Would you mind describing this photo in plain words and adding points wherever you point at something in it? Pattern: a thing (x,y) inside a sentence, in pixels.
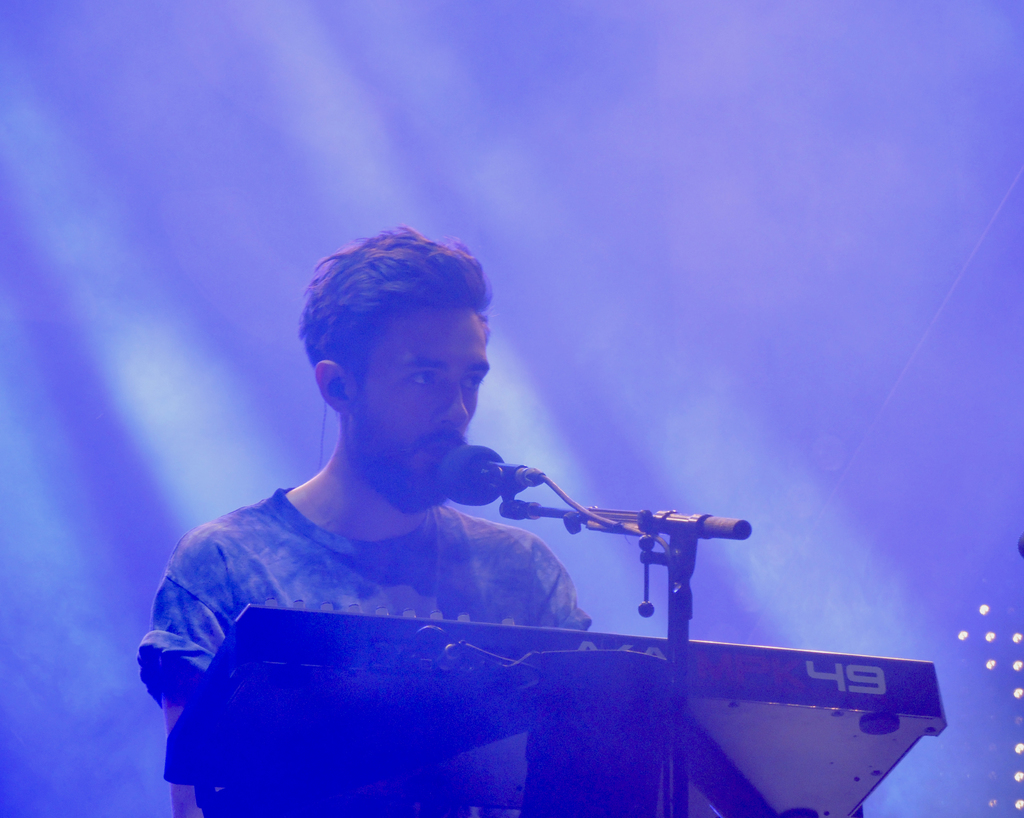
In this image there is a person (498,522), a mike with a mike stand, a musical instrument (183,747), and in the background (1014,796) there are lights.
